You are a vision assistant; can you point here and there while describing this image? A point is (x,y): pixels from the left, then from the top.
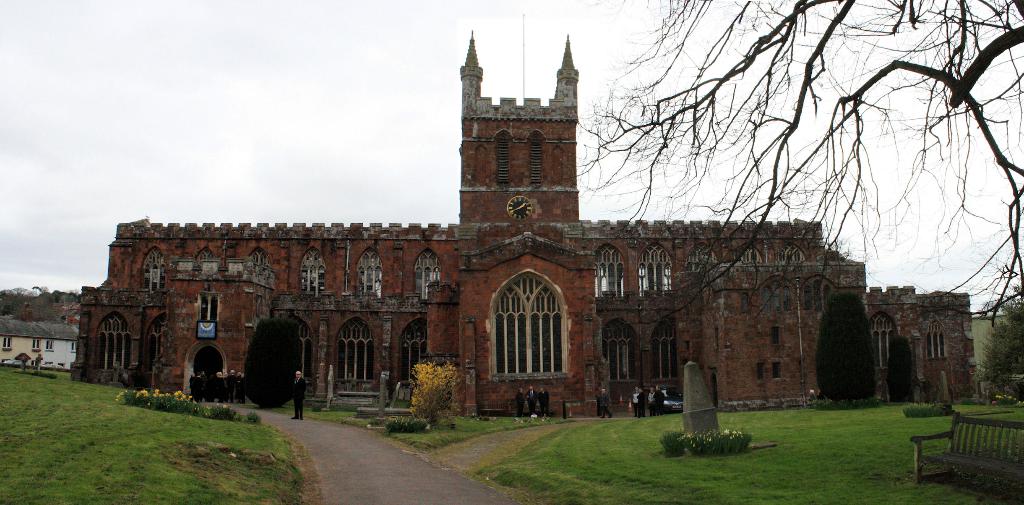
In this image, we can see some trees (838,350) and plants (199,405). There is a stone (698,415) on the grass (669,482). There are people (606,400) standing in front of the building (772,305). There is a bench (961,442) in the bottom right of the image (993,464). There is a roof house (46,345) on the left side of the image (63,348). At the top of the image (293,130), we can see the sky (534,10).
